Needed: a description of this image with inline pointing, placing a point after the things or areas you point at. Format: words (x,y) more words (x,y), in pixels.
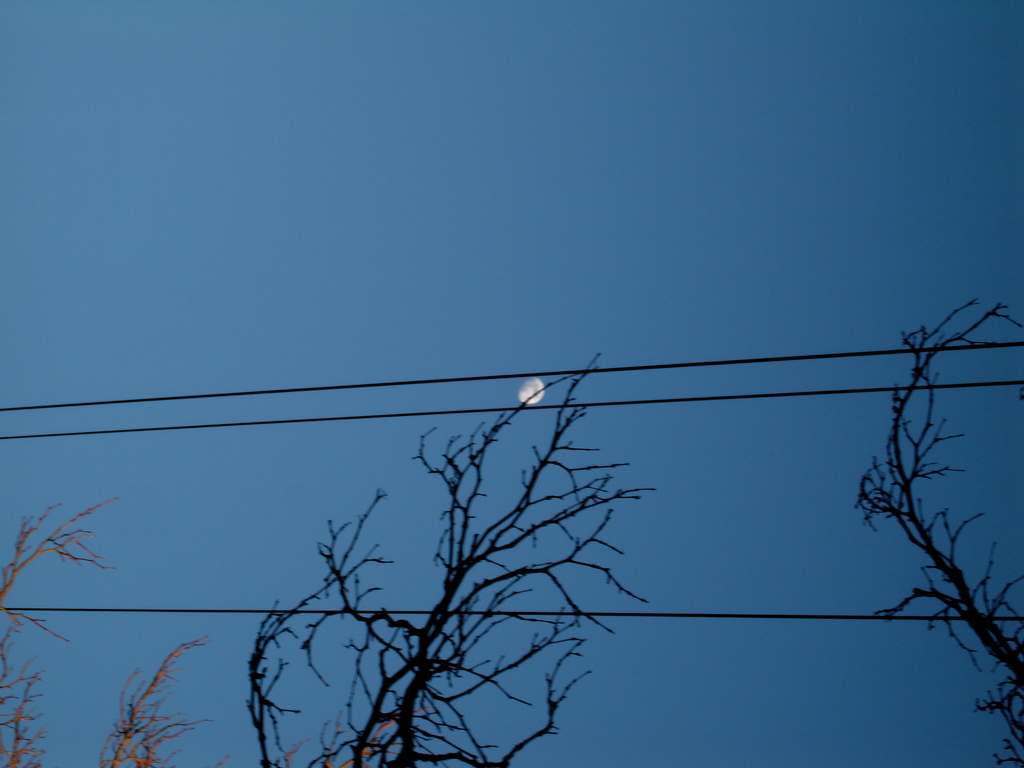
On the bottom of the image (100,765) we can see some trees (1021,730) and wires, behind it there is a moon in the sky (160,234).
